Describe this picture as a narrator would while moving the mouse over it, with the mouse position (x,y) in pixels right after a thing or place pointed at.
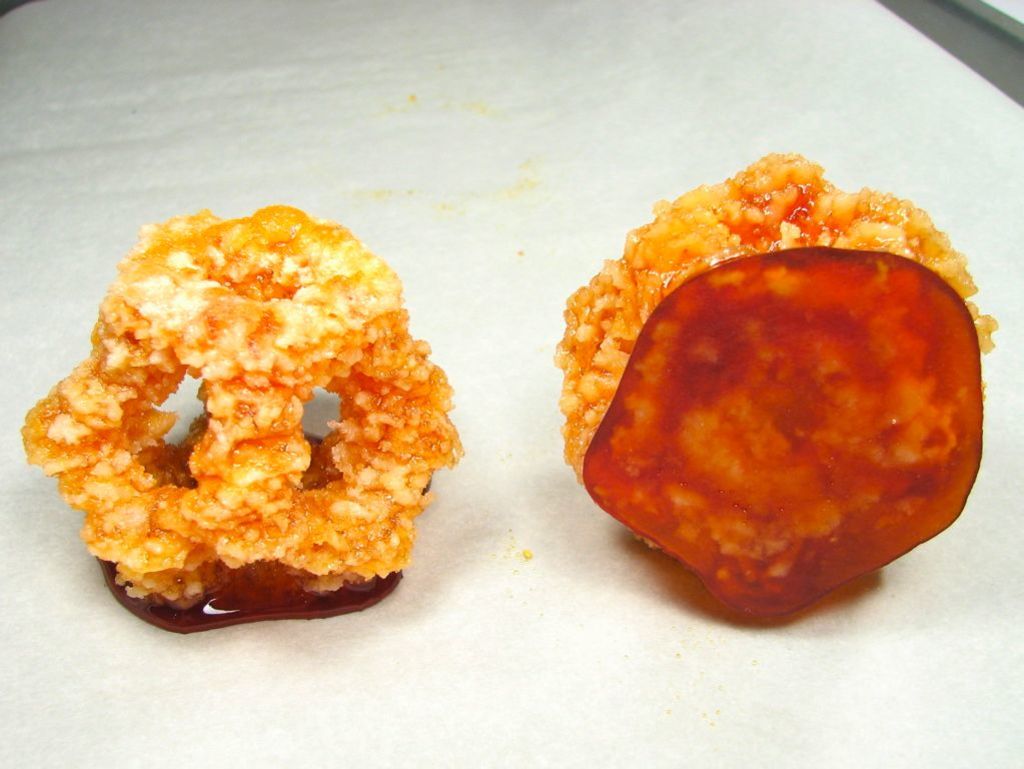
The picture consists of some food items (624,360) on a white color object (429,135).
